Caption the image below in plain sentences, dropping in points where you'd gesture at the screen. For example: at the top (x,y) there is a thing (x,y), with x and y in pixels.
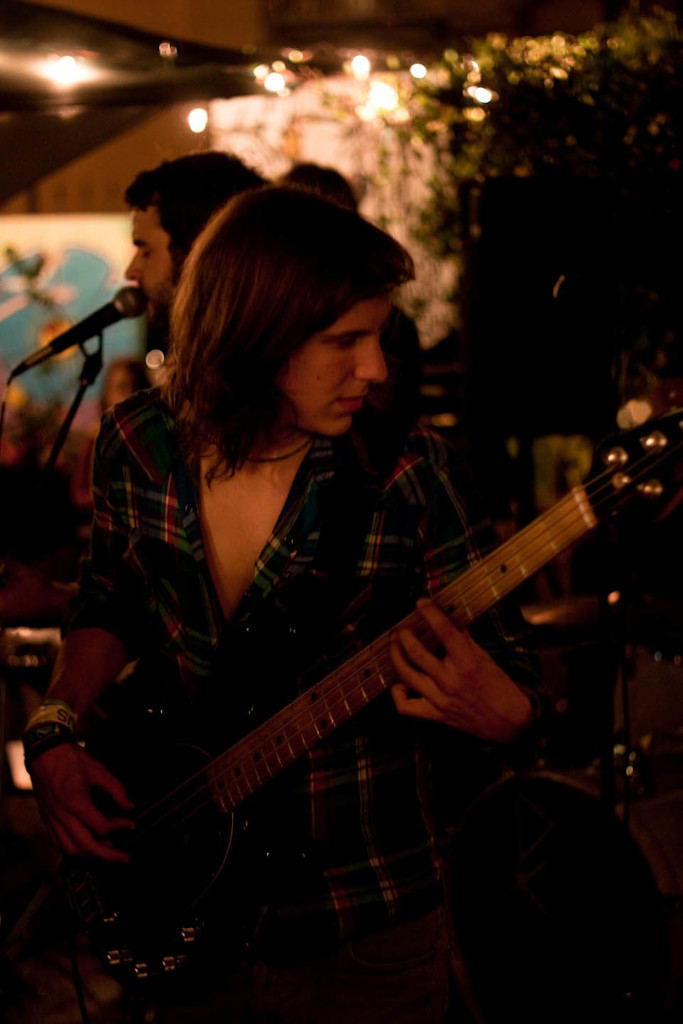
In this picture we can see three persons (243,170) in front (333,709) woman (214,379) playing guitar (149,827) and at back of her man (152,222) singing on mic (135,299) and in background (416,77) we can see lights (469,93), tree (475,121).
